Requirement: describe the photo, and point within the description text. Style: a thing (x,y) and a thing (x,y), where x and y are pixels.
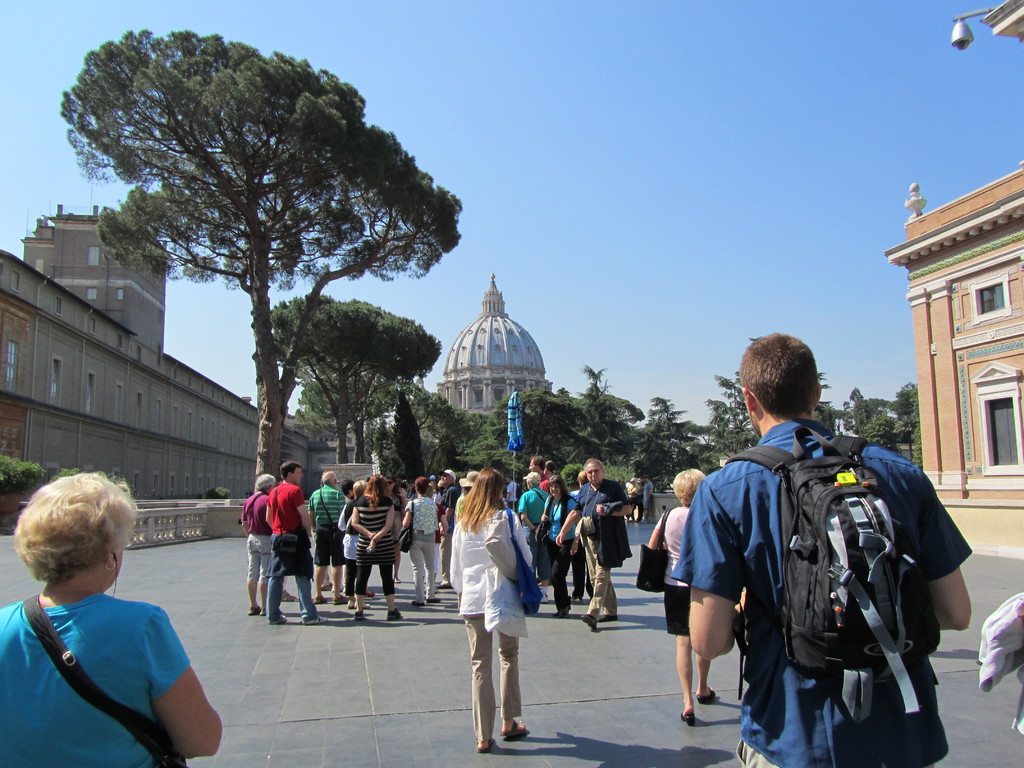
In this image, we can see persons (495,500) wearing clothes (505,517). There are some trees (724,416) in the middle of the image (679,458). There is a building (191,444) on the left (88,425) and on the right side of the image (950,383). There is a person (851,749) in the bottom right of the image (889,641) wearing a bag (843,643). In the background of the image (740,78), there is a sky (685,76).
